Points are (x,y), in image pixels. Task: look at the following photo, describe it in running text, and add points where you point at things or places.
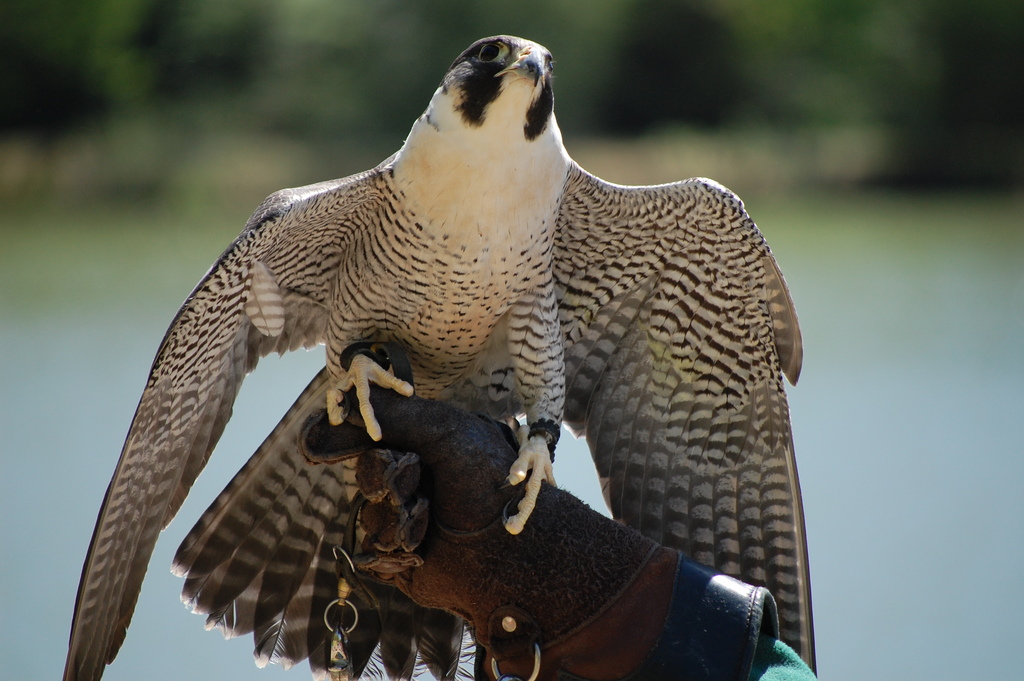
In this picture there is a falcon (554,257), standing on a person's hand (488,436). He is wearing gloves (548,598) and green t-shirt (803,662). In the back (805,287) we can see the blur image.
